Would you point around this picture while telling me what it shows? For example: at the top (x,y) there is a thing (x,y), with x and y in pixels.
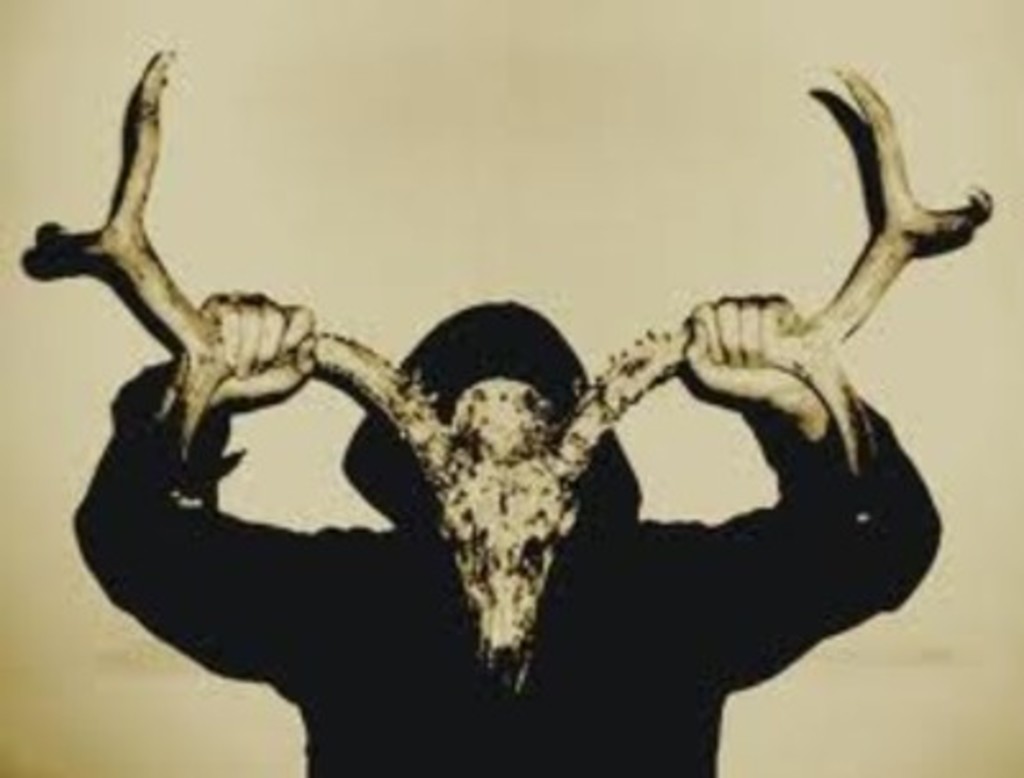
In this picture I can see a human (370,425) holding a deer head mount (869,295) in his hands (776,373) and I can see plain background (46,167).
